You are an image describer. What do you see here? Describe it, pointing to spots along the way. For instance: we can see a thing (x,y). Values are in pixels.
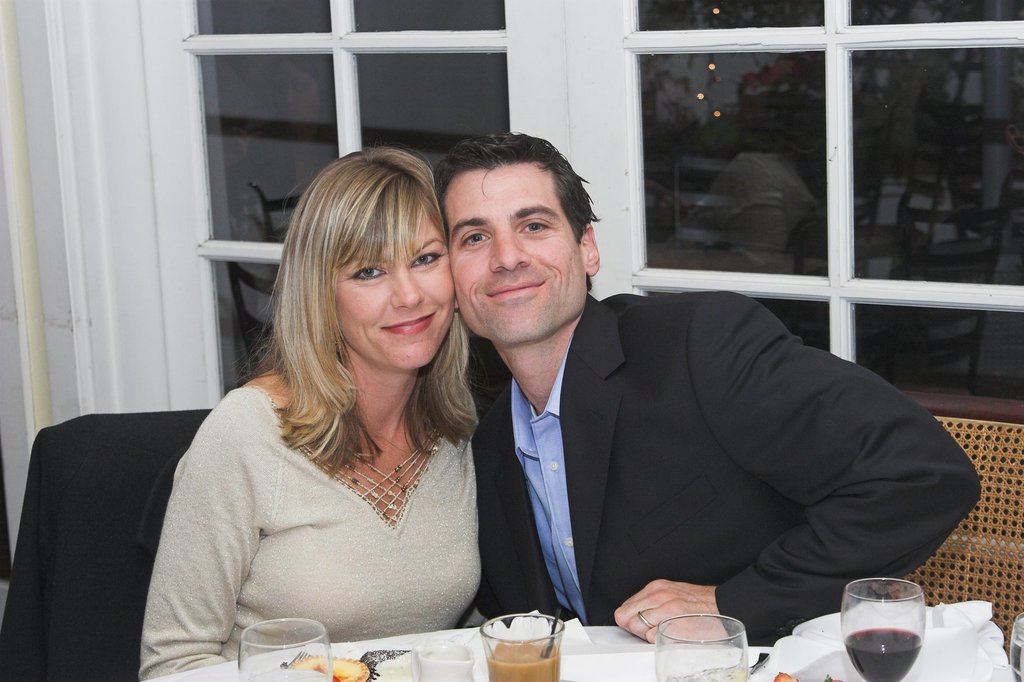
These two person (285,500) sitting on the chair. On the background (908,134) we can see glass window (679,155). We can able to see table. On the table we can see glass (698,618), food (397,665), papers (957,629).
